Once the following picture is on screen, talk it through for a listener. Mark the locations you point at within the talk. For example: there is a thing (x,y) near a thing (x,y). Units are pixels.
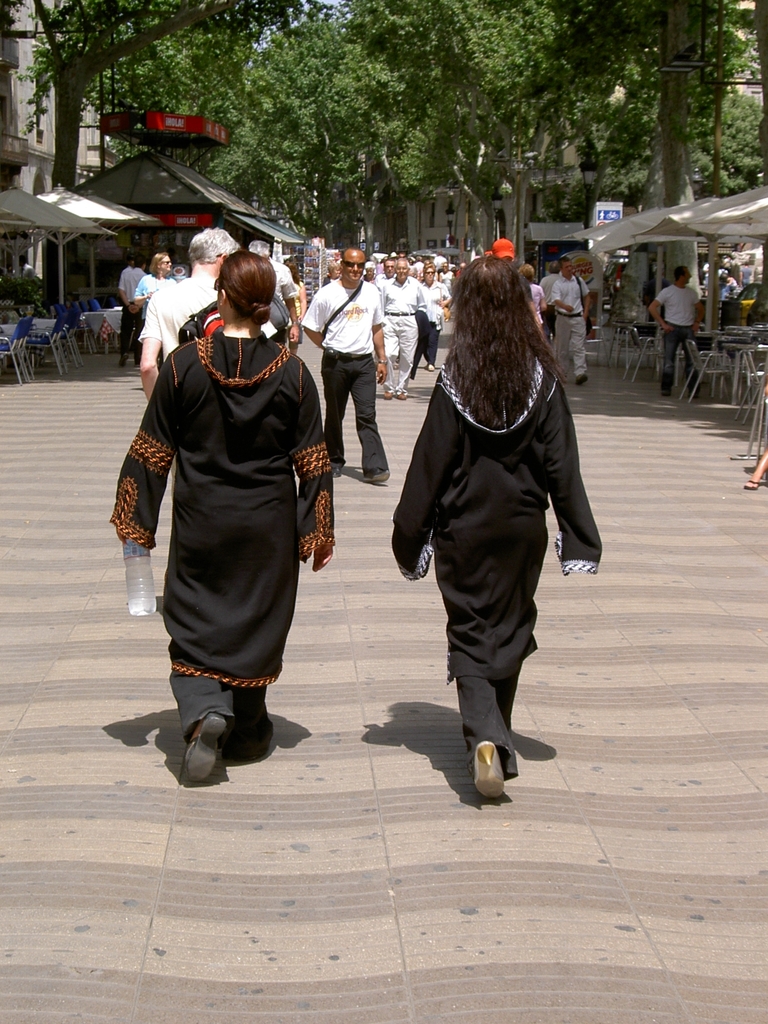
In front of the picture, we see two women (301,511) in the black dresses (301,511) are walking on the road (413,659). The woman (258,464) on the left side (169,573) is holding the water bottle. In front of them, we see many people (355,372) are walking on the road (380,406). On either side of the picture, we see the chairs (748,365) and tables (759,417) are placed under the white tents (648,232). On the left side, we see the buildings (95,161). There are trees (319,147) and buildings (551,187) in the background (512,206). This picture is clicked in the city (413,874).
